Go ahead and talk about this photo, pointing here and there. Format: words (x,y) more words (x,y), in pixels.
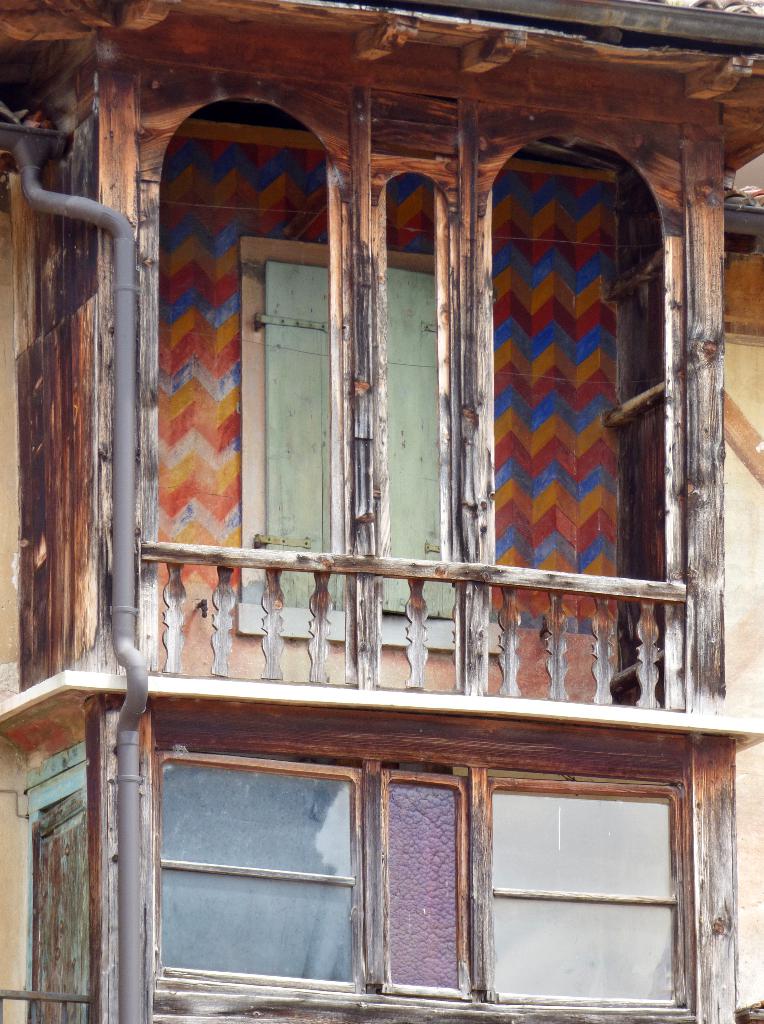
In this picture we can see a pipe (125,973), railing (319,645), walls (240,645) and windows (507,827).
